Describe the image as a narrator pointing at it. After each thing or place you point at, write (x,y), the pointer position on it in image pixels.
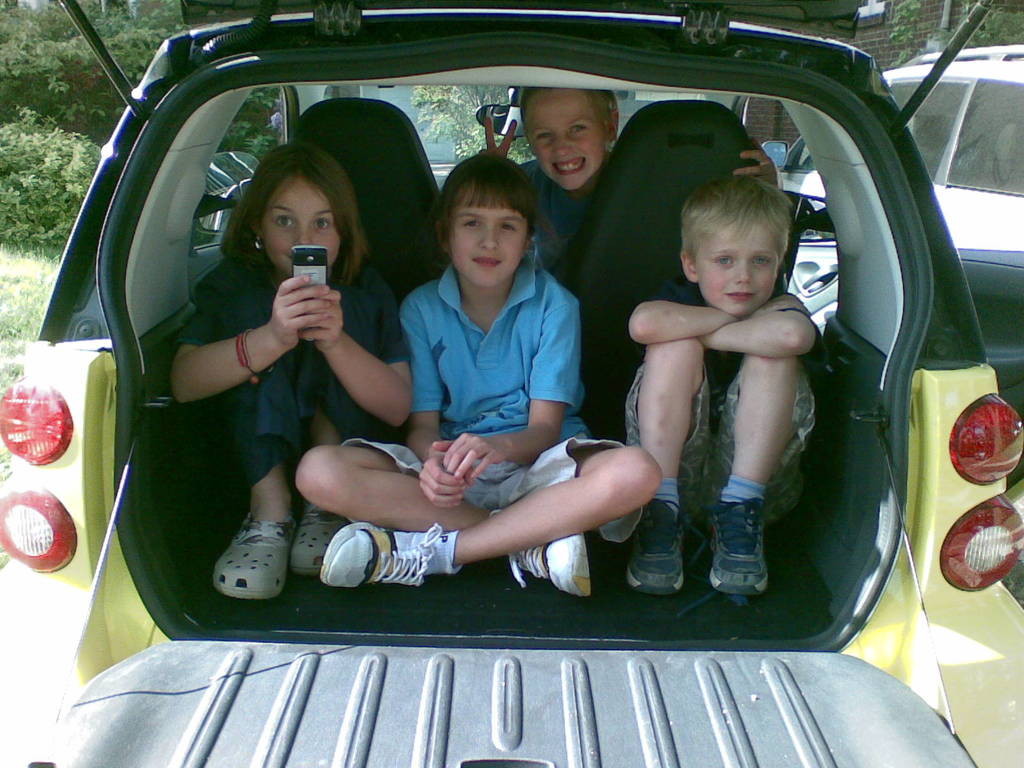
In this image we can see children (717,342) sitting inside a car (625,200). In the background (992,176) we can see car (968,189), building (921,40) and trees (55,114).
